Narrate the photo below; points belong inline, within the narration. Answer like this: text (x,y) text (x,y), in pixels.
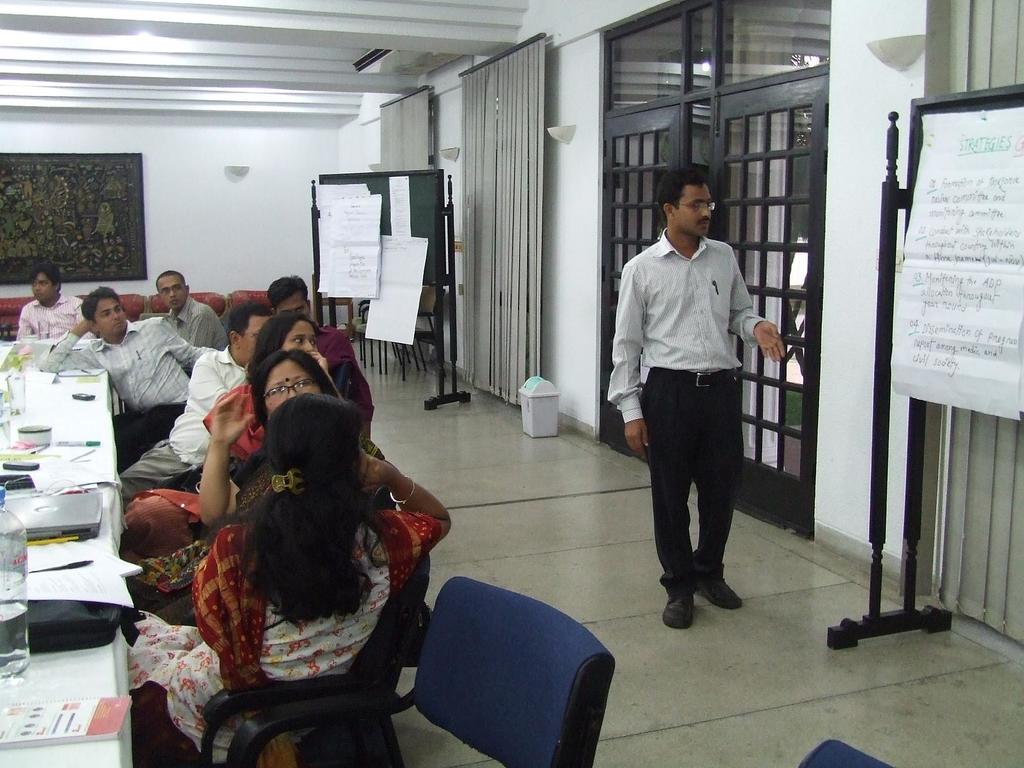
In the given image we can see that, there are many people (259,378) sitting on chair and there is a table (67,403) in front of them. There is a water bottle (16,583) and a laptop (57,523) on the table (108,455). Right side (701,305) there is a man (685,304) standing. This is a poster (940,281), curtains (967,462) and a dustbin (523,386).
